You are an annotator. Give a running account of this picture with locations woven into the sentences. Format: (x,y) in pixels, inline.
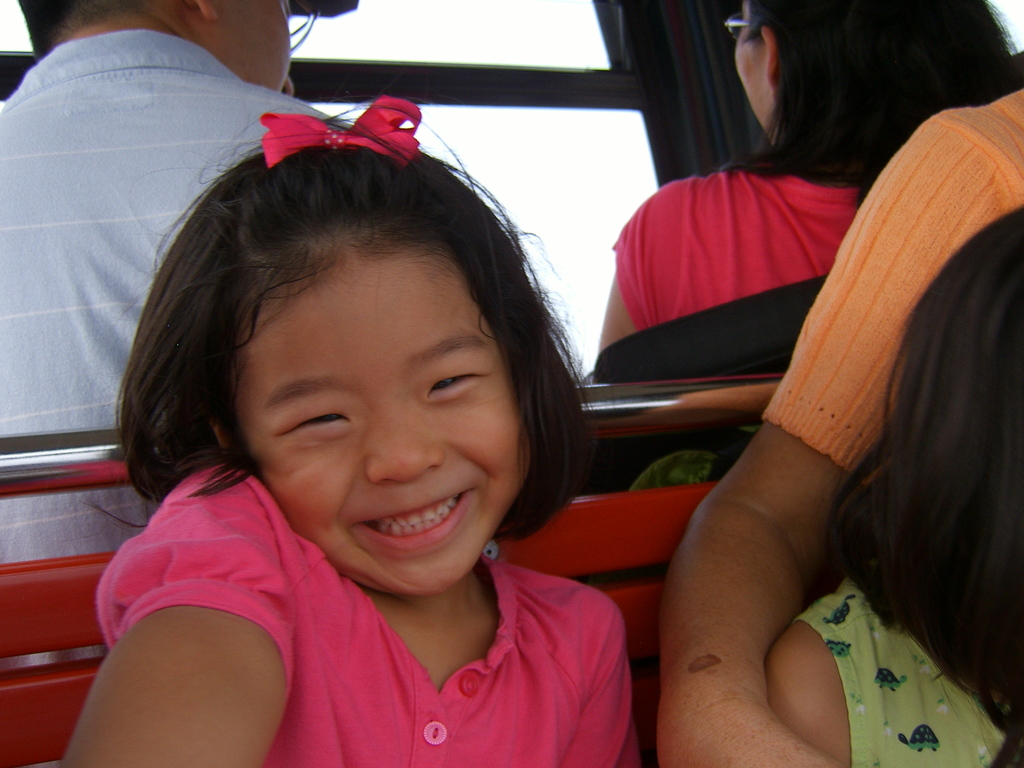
In this image I see a girl (430,435) who is smiling and I see that she is wearing pink top (305,607) and I see that she is sitting and I see few people (782,231) over here and I see the black color thing (651,95) in the background (688,23) and I see that it is white over here.
